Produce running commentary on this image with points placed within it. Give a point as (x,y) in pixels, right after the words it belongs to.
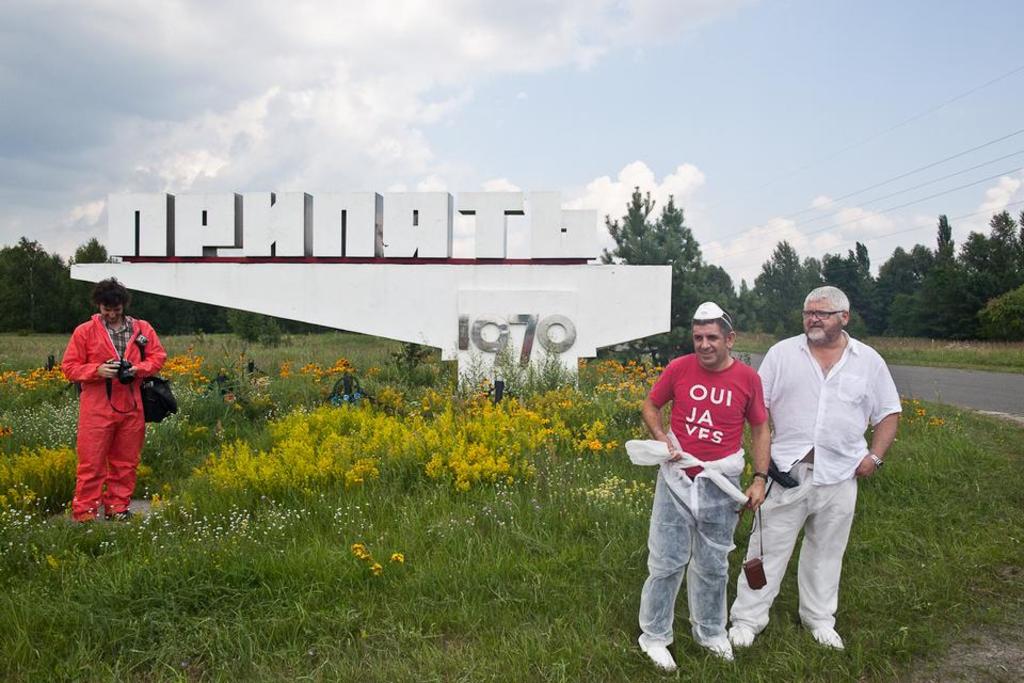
In this picture there are three people (838,485) standing, among them there is a person (97,431) holding a camera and carrying a bag (155,380) and we can see plants (163,425), flowers (476,443), hoarding (609,329), road (1009,378) and grass (287,525). In the background of the image (710,240) we can see trees (39,292), wires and sky (739,183) with clouds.
